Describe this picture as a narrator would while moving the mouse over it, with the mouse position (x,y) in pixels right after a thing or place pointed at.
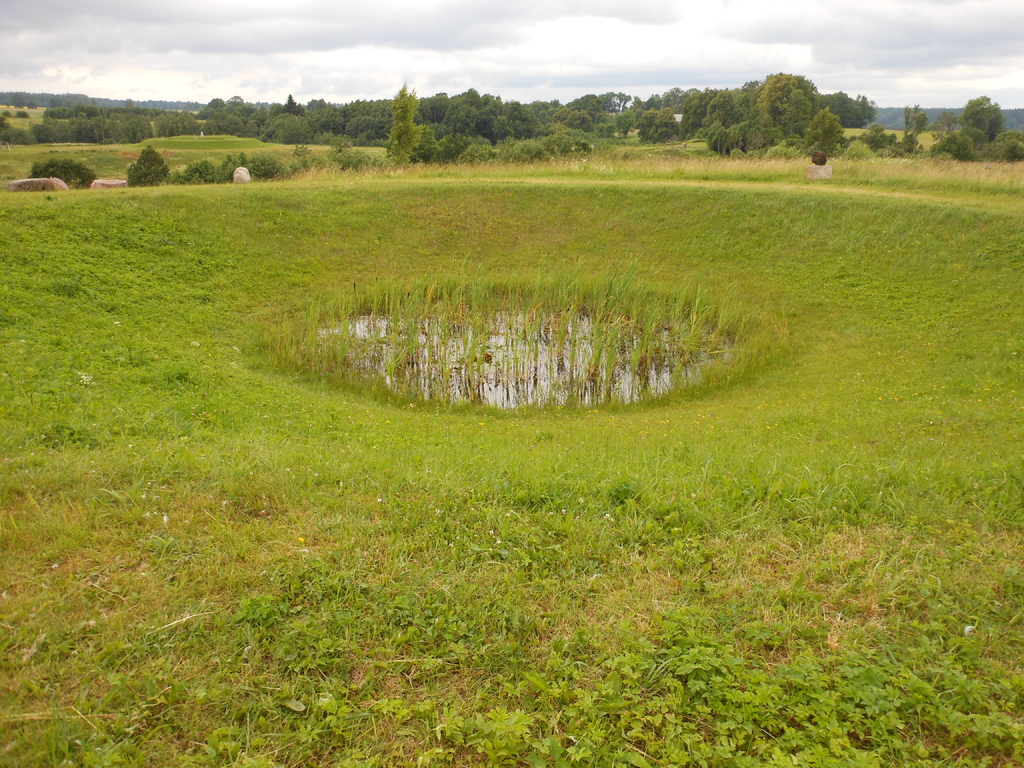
There are plants (120,252) and grass (789,239) on the ground (747,232). In the center (482,378) there is water (461,356) with plants (442,339). In the background (419,138) there are trees (674,110) and sky (511,32).
